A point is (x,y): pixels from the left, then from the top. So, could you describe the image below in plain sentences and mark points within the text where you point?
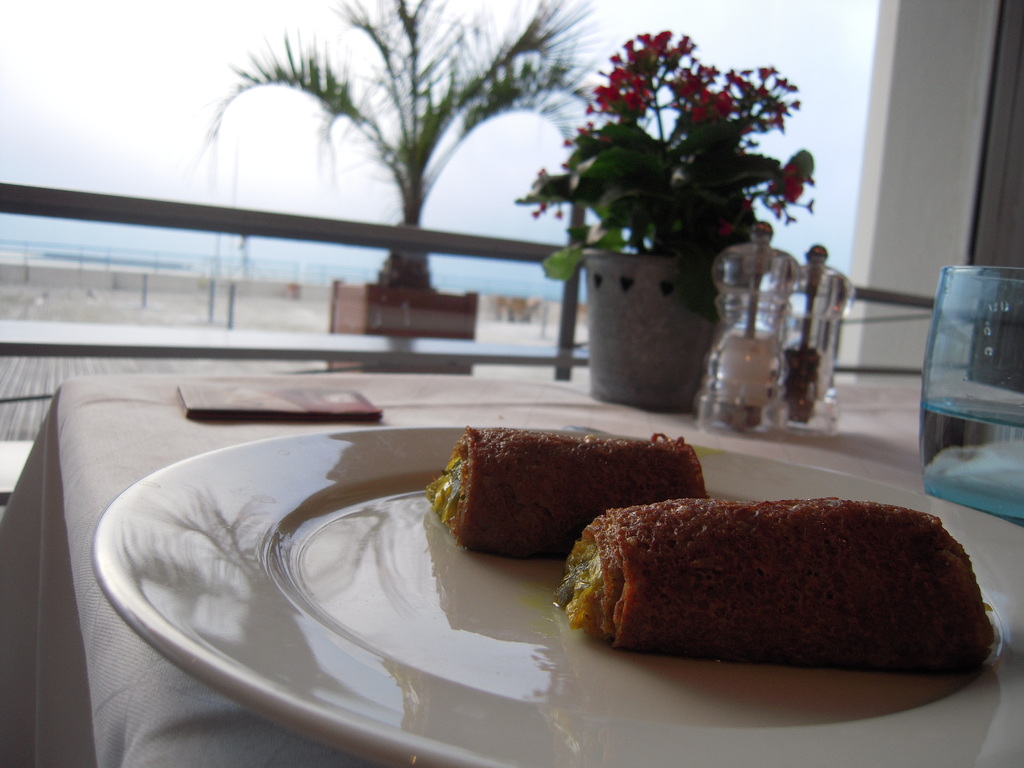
In this picture I can see some food item (705,570) on a white color plate (600,683). Here I can see a flower pot (680,284), a glass (955,382), a book (276,411) and some other objects (830,339) on a white color object (837,451). In the background (321,195) I can see fence (240,226), a tree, poles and the sky (279,27).
